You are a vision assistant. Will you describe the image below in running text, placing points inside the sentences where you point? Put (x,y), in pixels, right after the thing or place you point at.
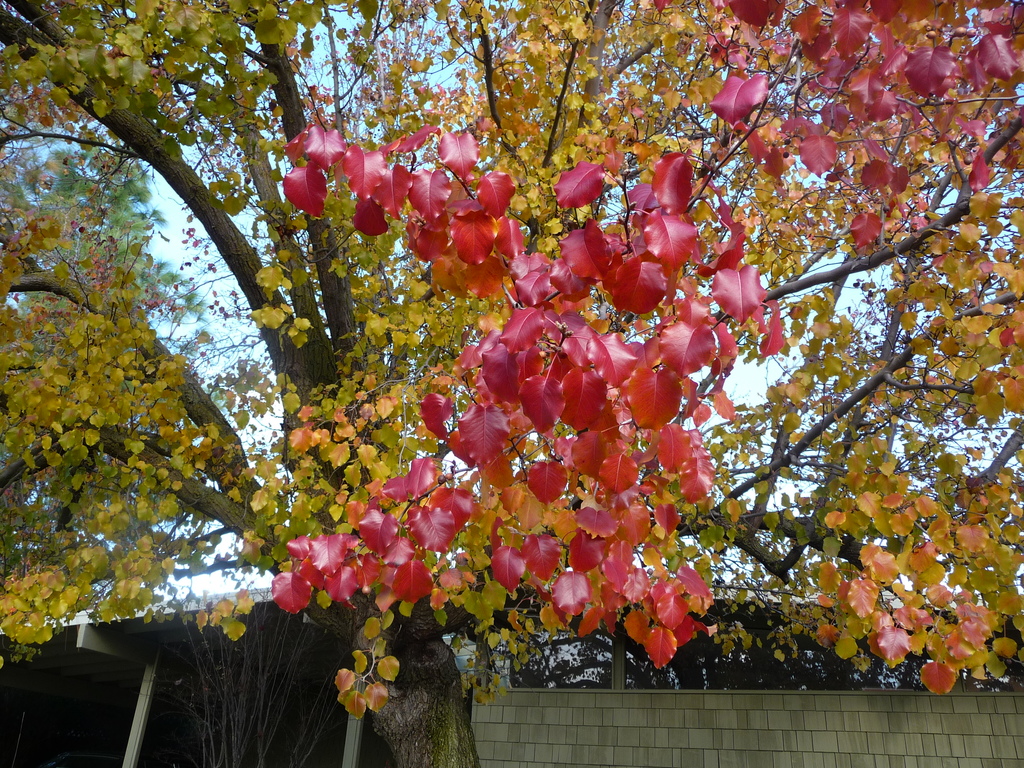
In this image I can see leaves (462,239) in red color. Background (176,236) I can see trees (123,381) in green color and sky (164,226) in white color.
